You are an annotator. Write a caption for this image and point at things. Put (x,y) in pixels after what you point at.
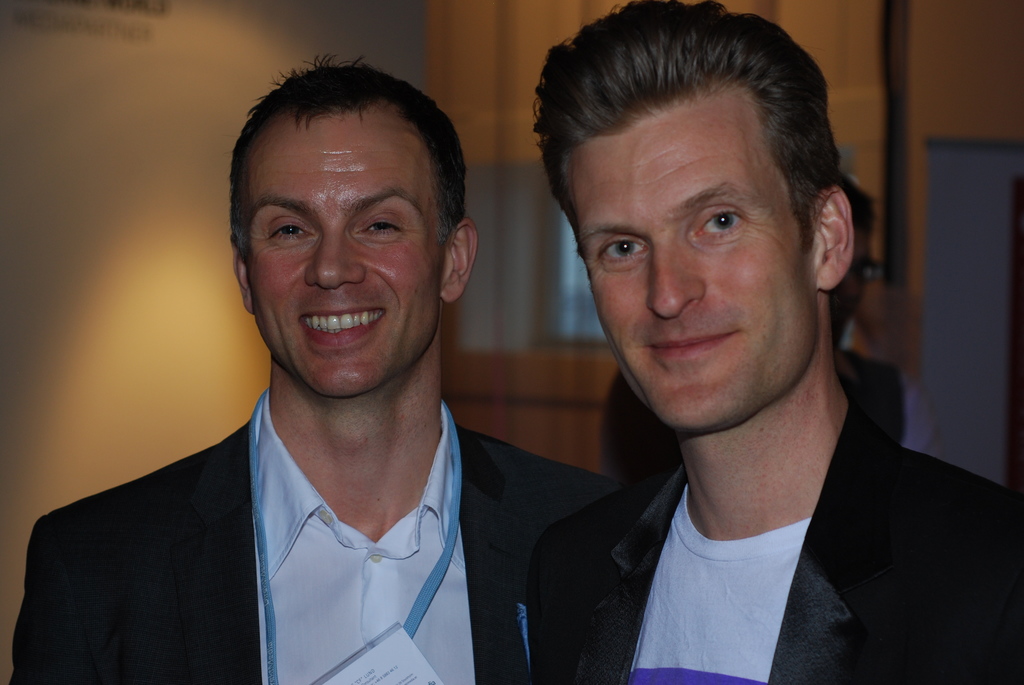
In this image I can see two persons (313,442) and they are wearing black blazer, white shirt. Background (536,25) I can see a wooden wall (503,115) and the wall (207,190) is brown color.
